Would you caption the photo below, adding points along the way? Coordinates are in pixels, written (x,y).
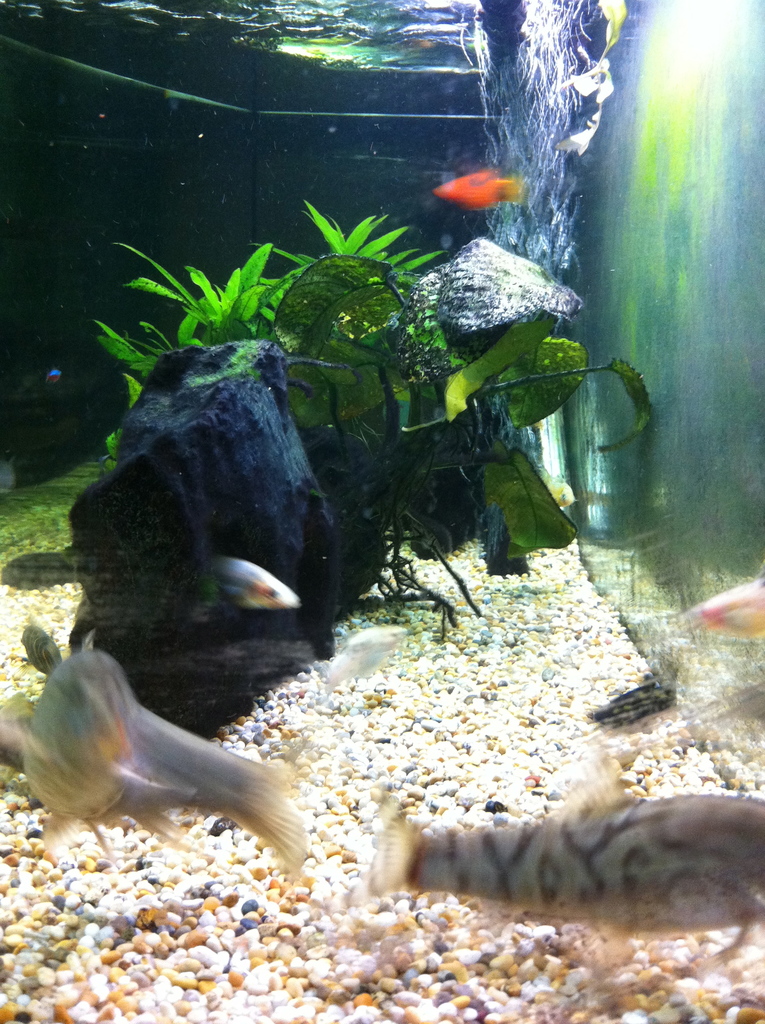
There are fishes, a plant (284,295), water (259,239) and pebbles (333,861) in an aquarium (752,233).
